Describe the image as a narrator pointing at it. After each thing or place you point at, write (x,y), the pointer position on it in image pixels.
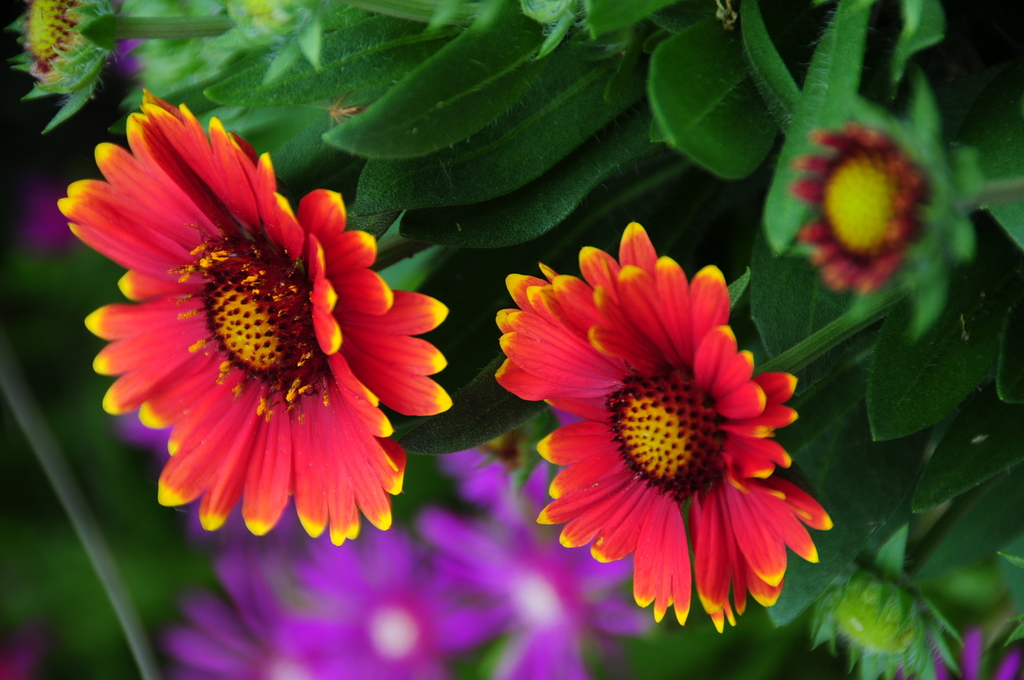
In this image, there are some flowers (604,293) and there are some green color leaves (615,109), there are some purple color flowers (240,595) at the bottom (400,604).
